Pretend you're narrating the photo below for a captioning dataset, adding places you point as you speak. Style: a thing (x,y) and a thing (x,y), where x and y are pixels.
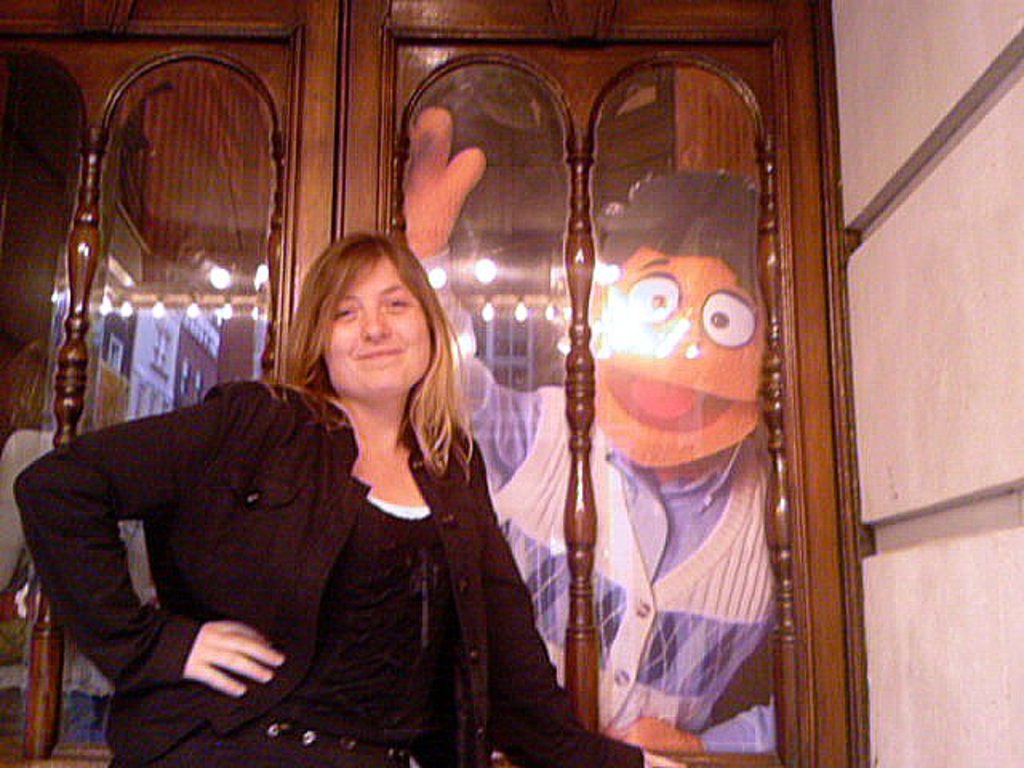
In this image we can see a woman (387,418) with long hair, wearing black dress (315,647) is standing in front of a cupboard (806,370). In the cupboard (579,586) we can see a photo (692,383) of a puppet (654,271).
